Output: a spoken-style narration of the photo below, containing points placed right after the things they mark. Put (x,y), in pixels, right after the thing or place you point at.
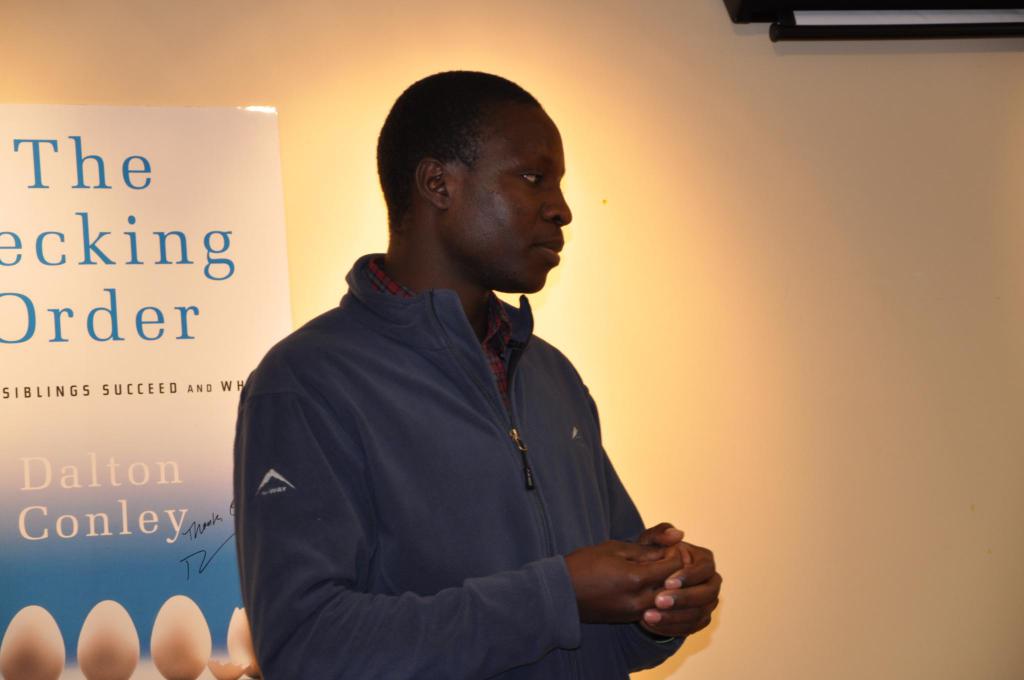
In the middle of the image (354,319) a person (569,666) is standing and watching. Behind him there is a banner (21,165).
